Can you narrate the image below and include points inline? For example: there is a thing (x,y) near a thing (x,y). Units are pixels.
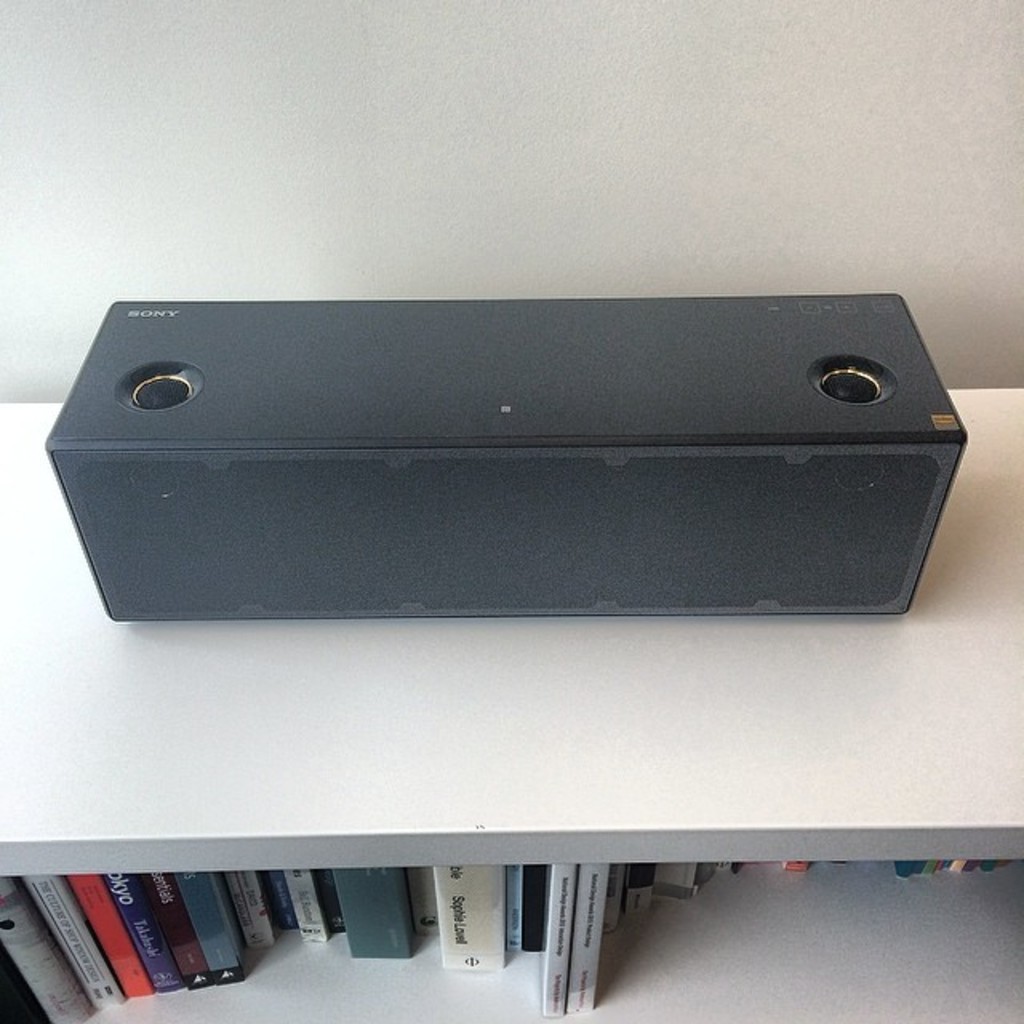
At the bottom (522,937) there are books (522,937) in the shelves (674,1012), in the middle (575,456) there is a sound bar (655,499).
